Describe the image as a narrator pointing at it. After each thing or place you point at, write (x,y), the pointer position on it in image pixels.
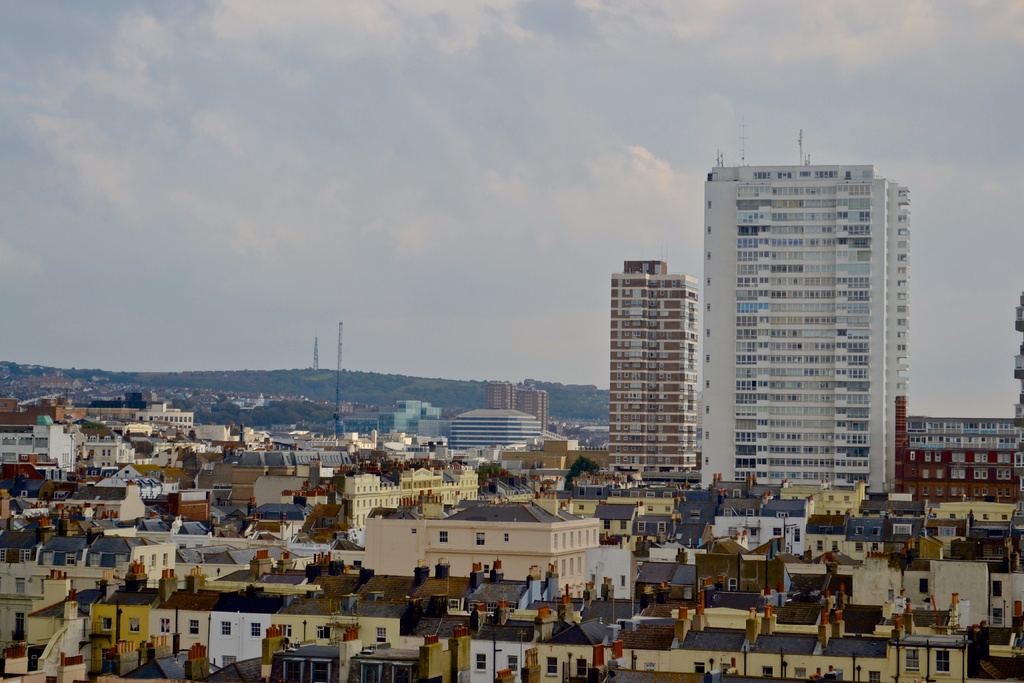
In this picture I can see number of buildings (430,446) and I see 2 poles (341,347). In the background (385,174) I can see the sky (860,29).
